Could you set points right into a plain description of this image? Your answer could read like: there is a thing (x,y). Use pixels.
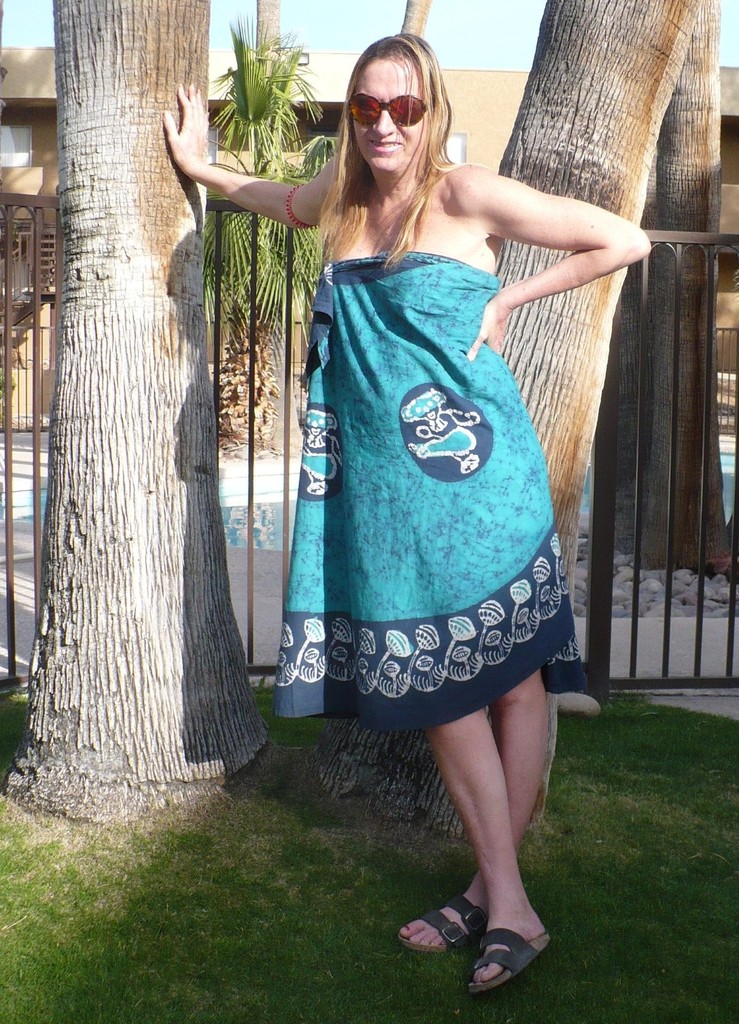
In this picture, there is a woman (443,208) wearing a blue dress (347,362). Behind her, there are trees (534,360). At the bottom (309,895), there is grass (384,979). In the background (469,55), there is a building (474,86) and a sky (468,29).
